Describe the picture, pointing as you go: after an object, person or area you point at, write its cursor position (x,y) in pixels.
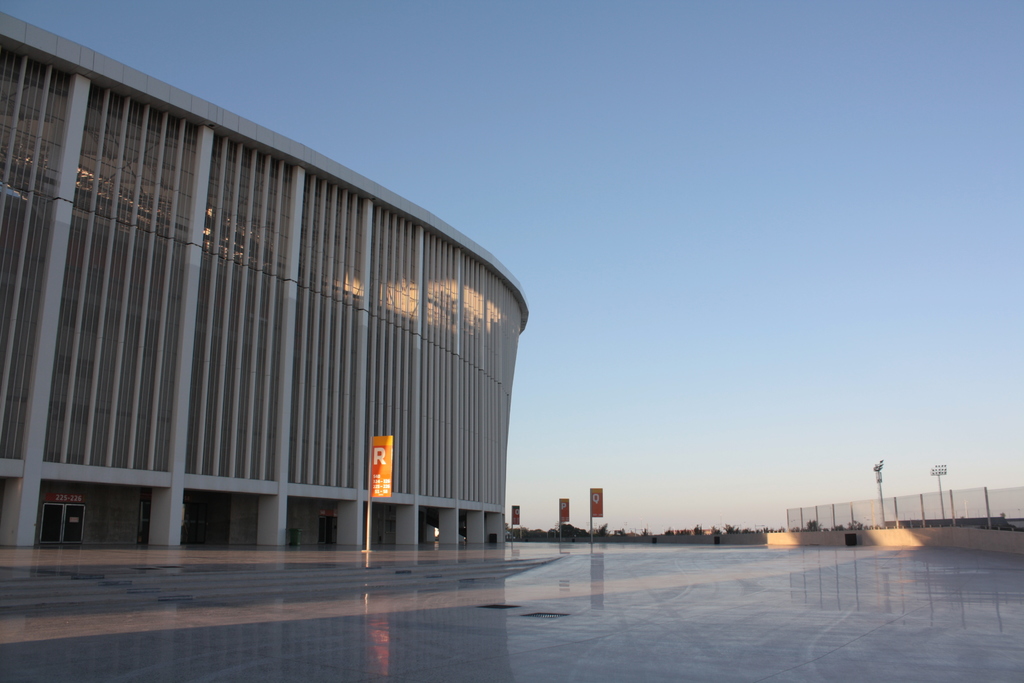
On the left side of the image (173,197) there is a building (162,276) and we can see boards (383,481). On the right (1010,513) there is a fence (921,498). In the background (670,517) there are trees (531,532) and sky (686,114). At the bottom (265,605) there is a floor (279,607).
